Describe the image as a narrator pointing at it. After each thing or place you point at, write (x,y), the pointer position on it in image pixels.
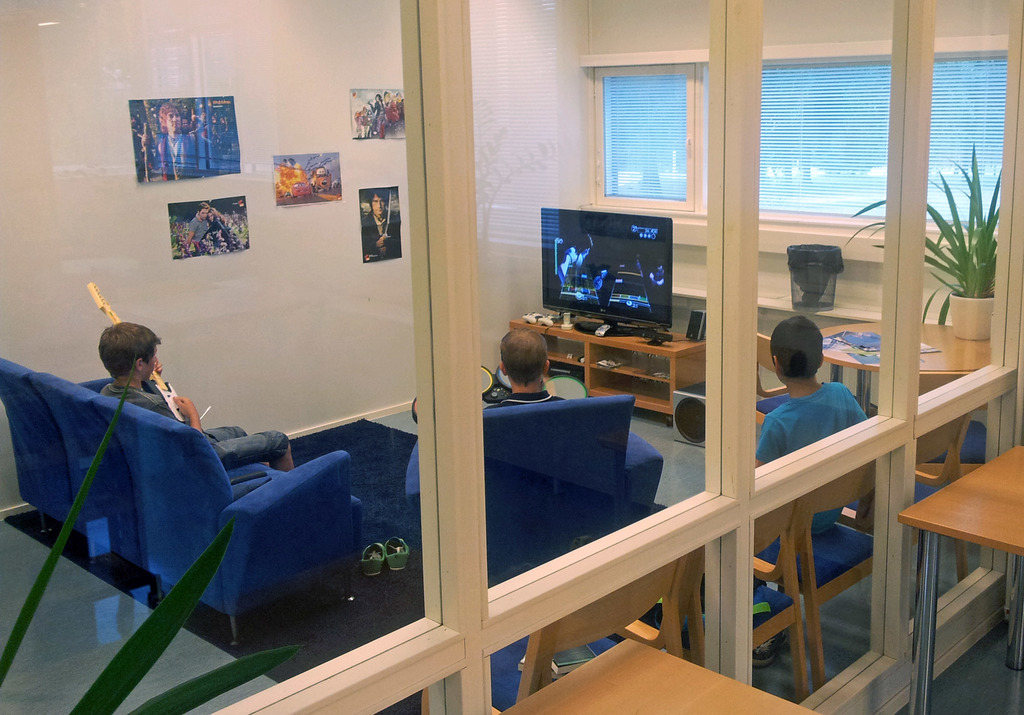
This is a wooden glass window (460,327). Here we can see three persons (251,451) sitting on a chair (235,470) and they are watching a television (573,275) and the person (222,458) on the left side (139,395) is playing a guitar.
